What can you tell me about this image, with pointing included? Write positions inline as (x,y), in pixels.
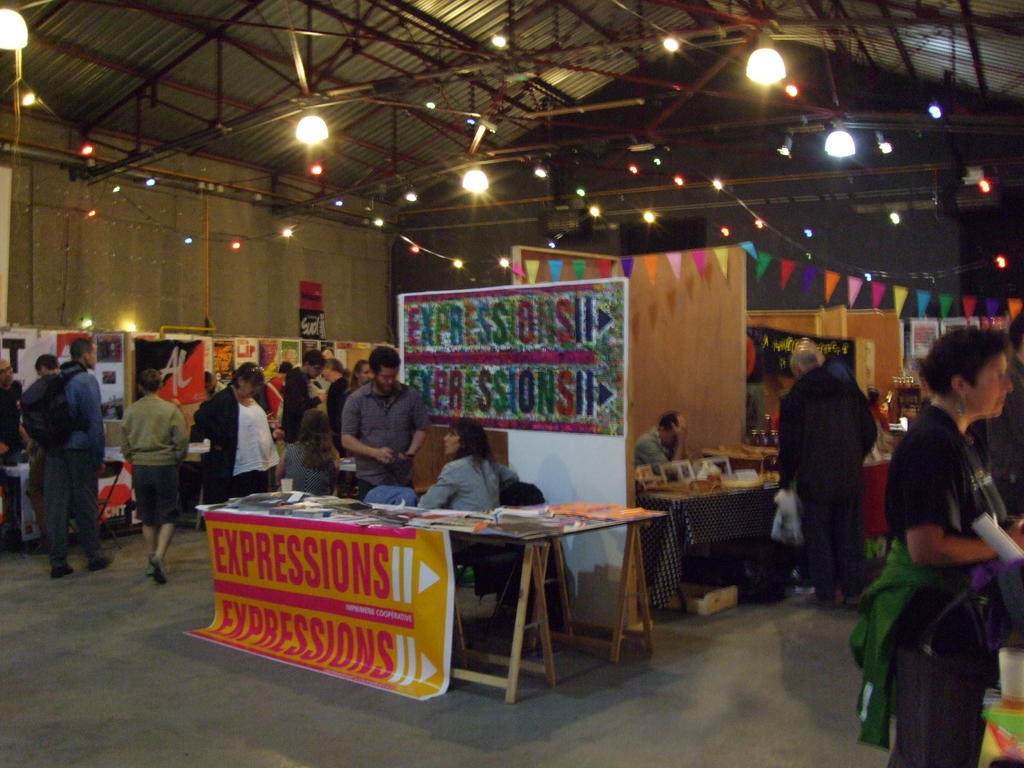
In this image, we can see persons (372,430) wearing clothes (335,418). There are stalls (385,562) in the middle of the image (664,387). There are decors (992,314) on the right side of the image (992,313). There are lights (317,130) hanging from the ceiling (512,117).
